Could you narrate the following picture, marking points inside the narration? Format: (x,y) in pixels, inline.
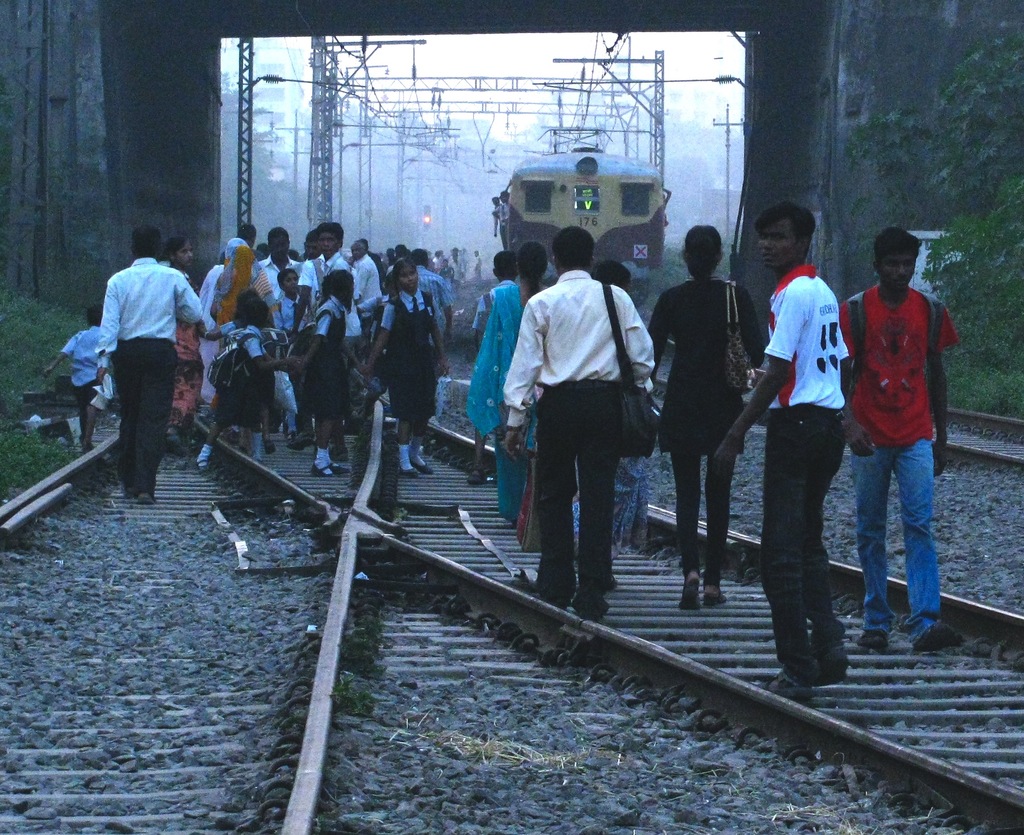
In this image there are a few people (327,346) walking on the train tracks (341,619), beside the tracks (217,508) there are pillars (126,165) and trees (1010,103), in front of them there is a train (530,228), besides the train (558,222) there are electric poles (361,120) and signal light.
